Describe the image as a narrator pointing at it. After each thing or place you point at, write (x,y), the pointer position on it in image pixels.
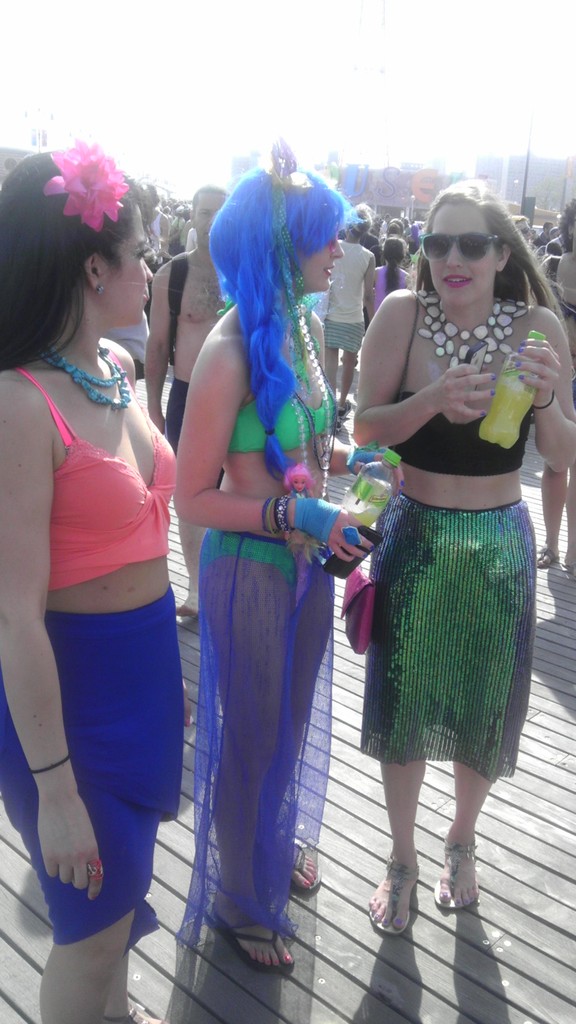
In this image we can see a group of people (298,327) standing on the floor (378,766), two of them are holding bottles (498,409) and buildings (340,188) and sky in the background (422,194).
